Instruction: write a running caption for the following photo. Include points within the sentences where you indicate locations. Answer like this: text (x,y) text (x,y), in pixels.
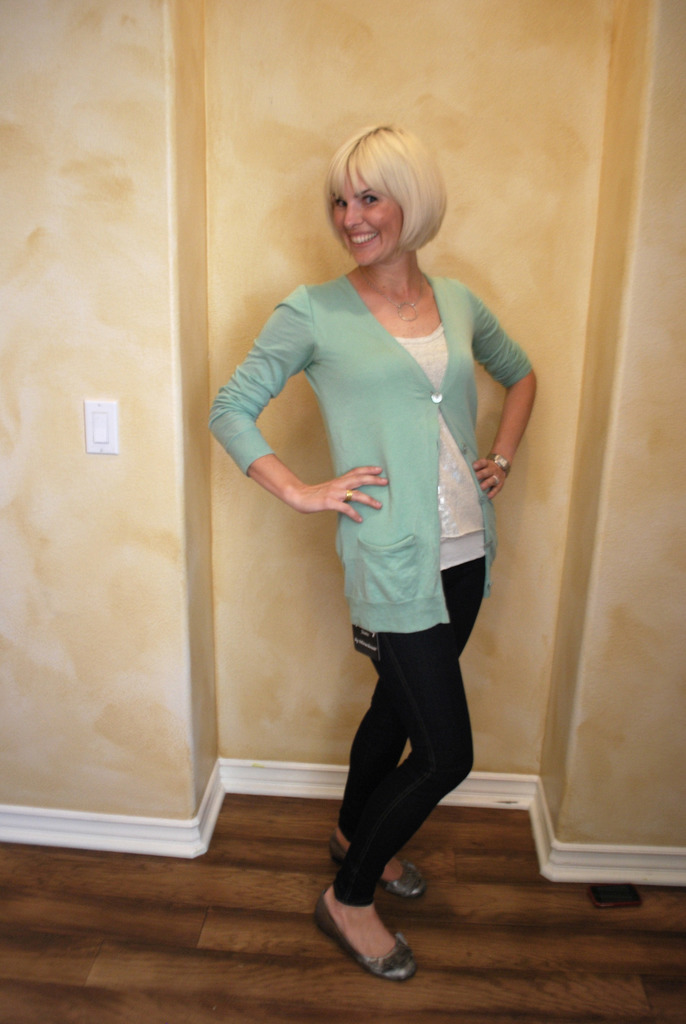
The woman (346,441) in the middle of the picture (441,504) wearing the white top (460,503) and the blue jacket (399,466) is standing. She is smiling. She is posing for the photo. Behind her, we see a wall (177,317) and a switch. At the bottom (200,902), we see the wooden floor (432,933).
